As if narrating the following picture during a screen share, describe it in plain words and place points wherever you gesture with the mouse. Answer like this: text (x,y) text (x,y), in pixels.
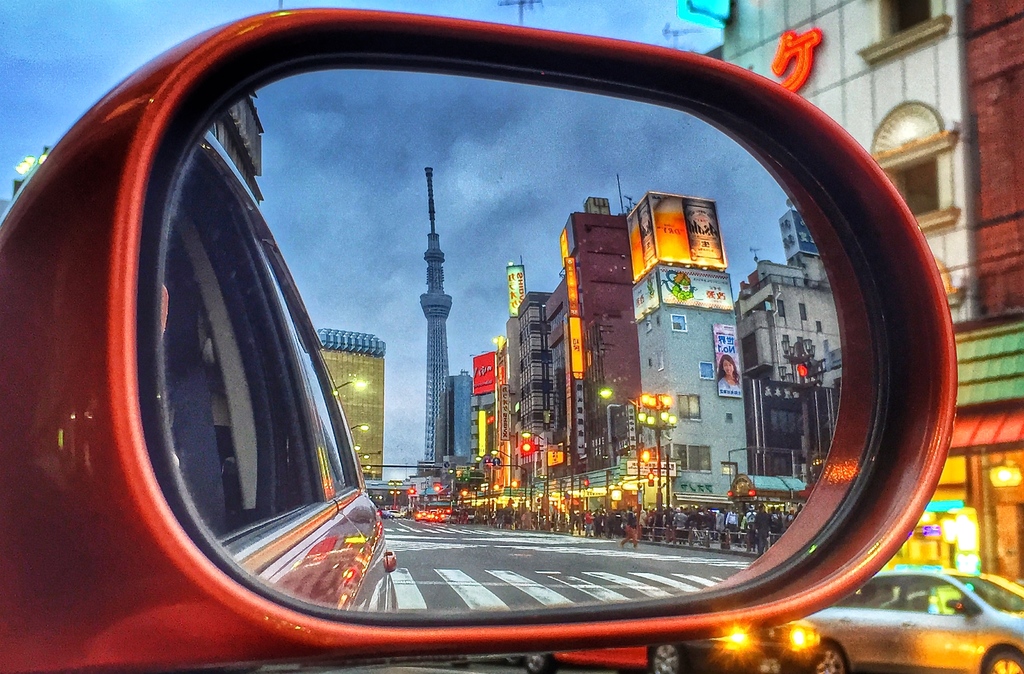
In this image I can see the street view (401,532) of a city (671,369) through the rear view mirror (146,156) of a car (107,466). I can see other cars (939,606) and buildings (865,38) behind the mirror (879,542) with some lights (793,39).
